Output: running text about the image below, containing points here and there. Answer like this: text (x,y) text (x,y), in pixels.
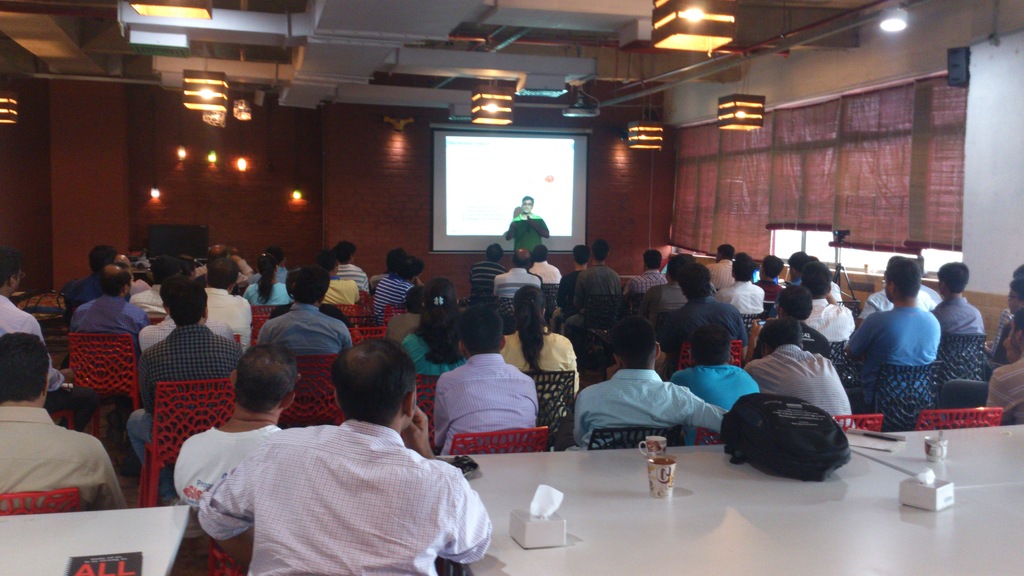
In this picture we can see a group of people (276,432) sitting on chairs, tables (67,537) with a bag (818,469), glass (670,481), cups (655,481), tissue paper boxes (537,533) on it and in front of them we can see a man (533,220) standing, screen (497,183), lights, walls (421,181), windows (796,185) with curtains (683,230), ceiling (488,51) and some objects (504,29).
